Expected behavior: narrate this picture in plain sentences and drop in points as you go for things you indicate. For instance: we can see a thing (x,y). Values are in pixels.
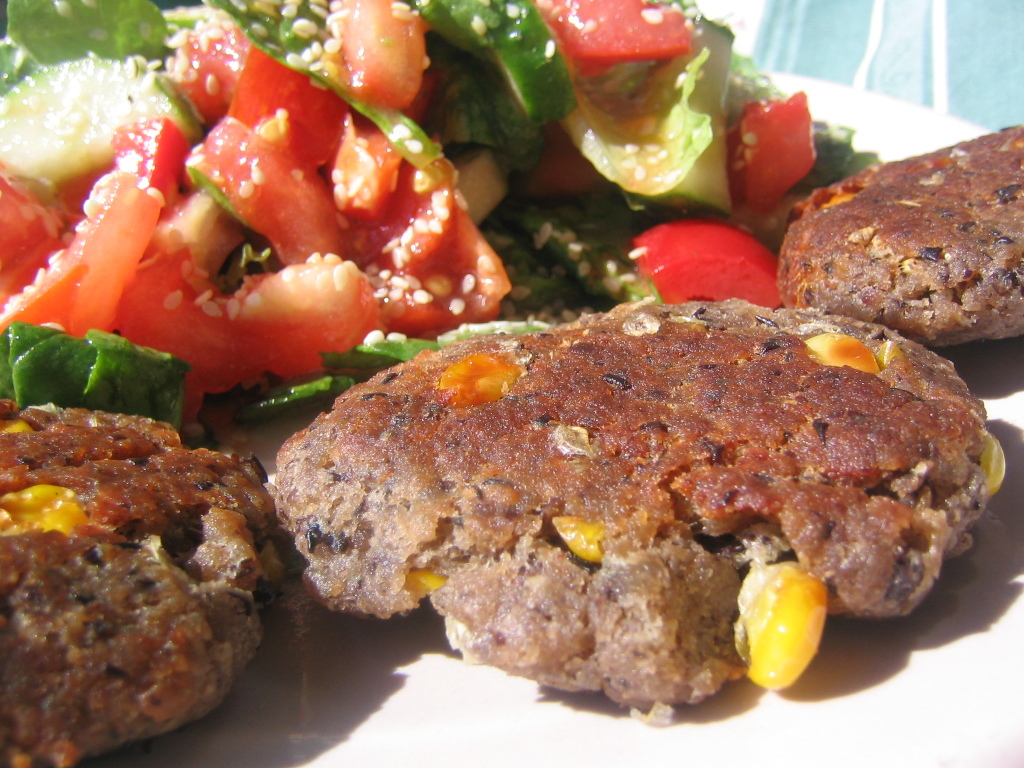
In this picture I can see food (568,553) in the plates (565,714) and I can see veggies (453,234).
